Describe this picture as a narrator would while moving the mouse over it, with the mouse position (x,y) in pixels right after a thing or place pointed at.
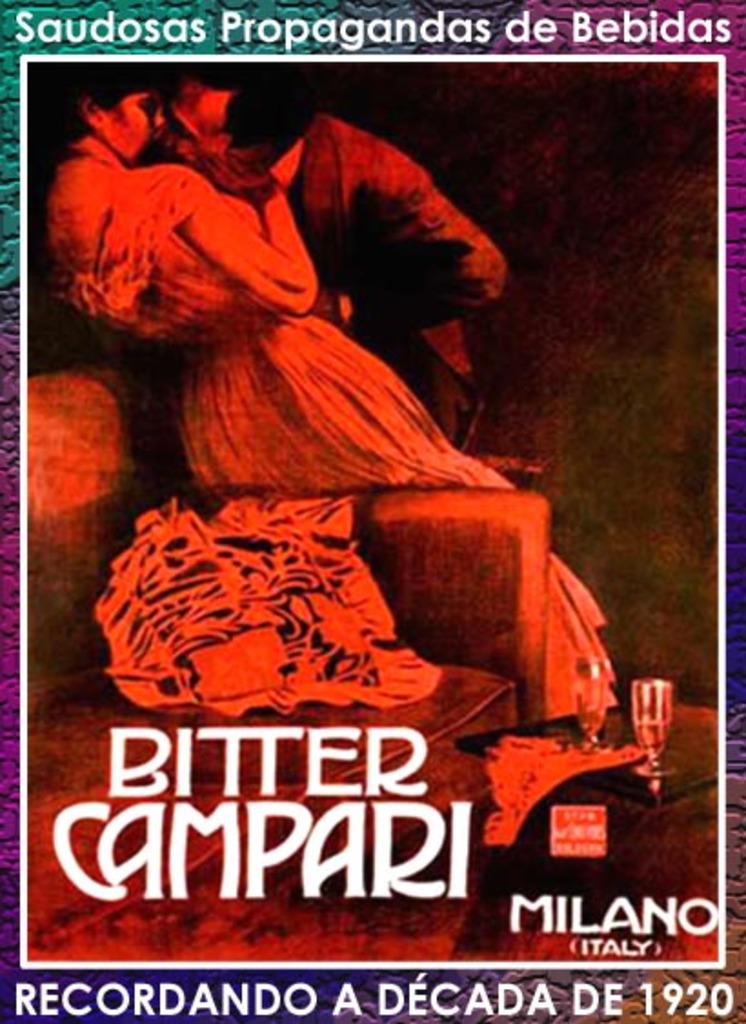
In this image I can see it looks like an image on the book (612,795). In this a man (453,312) is there and a woman (270,200), at the bottom (669,720) there are wine glasses (638,730) on this table (625,779), there is a name (419,860) in white color.
